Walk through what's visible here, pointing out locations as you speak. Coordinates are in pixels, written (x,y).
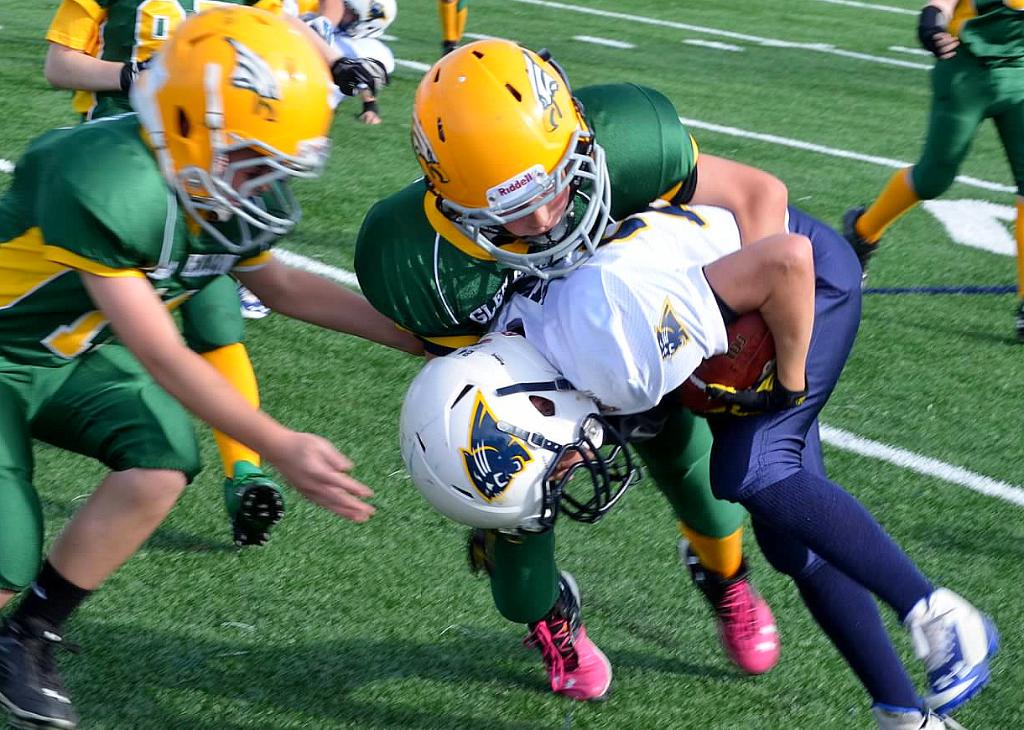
In this picture there is a child (778,371) who is wearing helmet (425,482), white t-shirt (608,350), blue trouser (774,551) and shoes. He is holding ball (752,350). Beside him I can see the opponent players (623,204) who are wearing yellow helmets (587,155), green t-shirts (65,234), shorts (12,437) and shoes (33,702). Behind them I can see a player (130,60) who is wearing green t-shirt (129,36), short (215,329) and shoes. In the back (1002,99) I can see some persons (977,81) who are running on the ground (915,116).
